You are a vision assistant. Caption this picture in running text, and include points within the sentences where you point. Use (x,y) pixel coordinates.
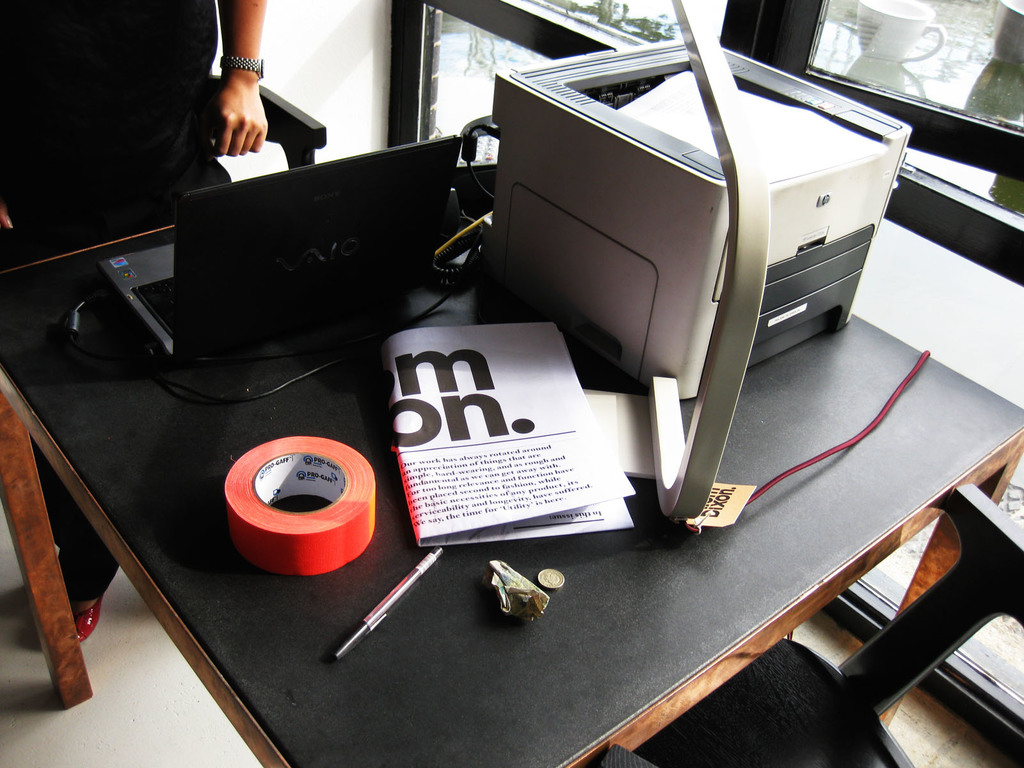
On this table (463,325) there is a printer (704,214), laptop (304,252), tape (312,534), pen (370,624), coin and paper (544,458). Beside this table (56,287) a person (38,133) is standing. This is chair (917,675). Outside of this glass window (924,33) we can able to see a cup (898,13).
